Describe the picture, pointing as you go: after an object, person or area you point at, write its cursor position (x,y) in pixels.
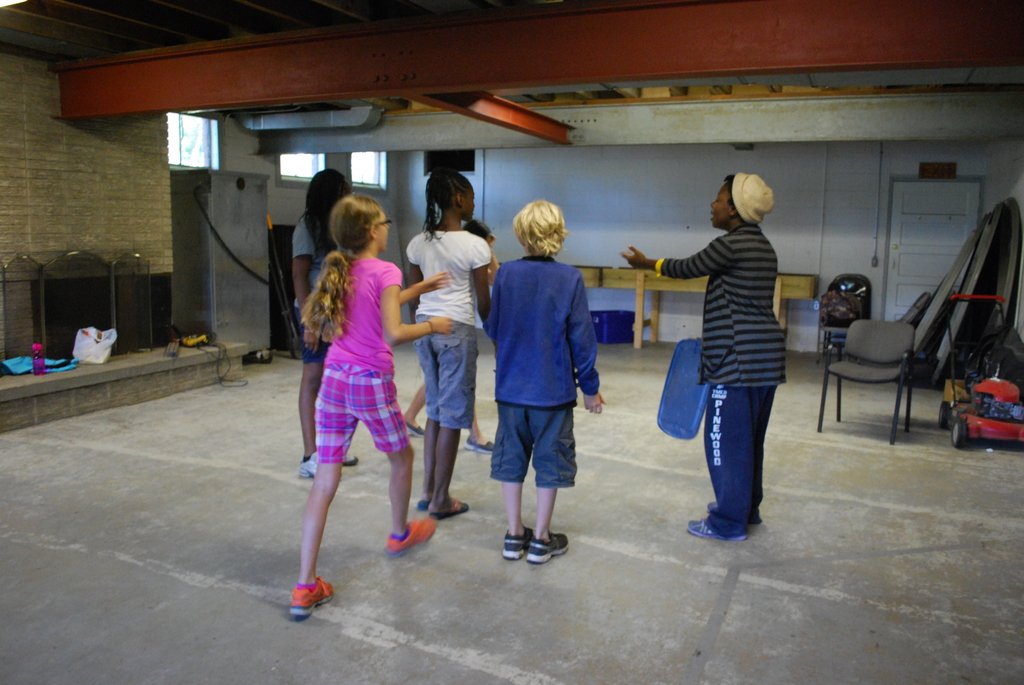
This image is taken inside the room (339,352) where we can see there are few kids (473,343) standing on the floor (463,437), in the middle (490,451). On the right side (891,357) there is a chair (853,357). Beside the chair (872,342) there is a trolley (996,378). Behind the trolley (983,382) there is a door (923,230). On the left side (81,370) there is a wall (76,389) on which there is a bottle (43,370). Beside the bottle (41,346) there is a cover (85,340). On the left side (222,212) there is a metal object (202,268). At the top (504,100) there is roof (524,55). In the middle (634,273) it seems like there are two tables (606,279).
